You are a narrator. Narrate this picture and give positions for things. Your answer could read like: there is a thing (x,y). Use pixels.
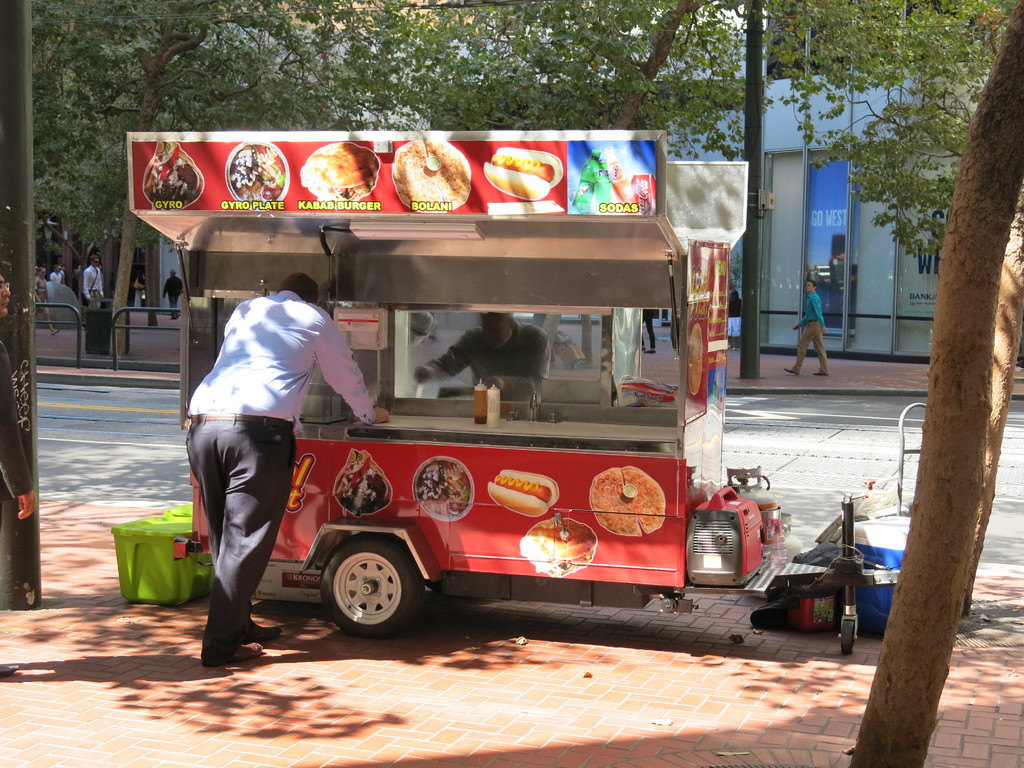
This is the picture of a place where we have a vehicle (522,446) on which there is board (288,177) which has some food items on it and around there are some trees (351,62), people (93,301) and a fencing (127,311).
